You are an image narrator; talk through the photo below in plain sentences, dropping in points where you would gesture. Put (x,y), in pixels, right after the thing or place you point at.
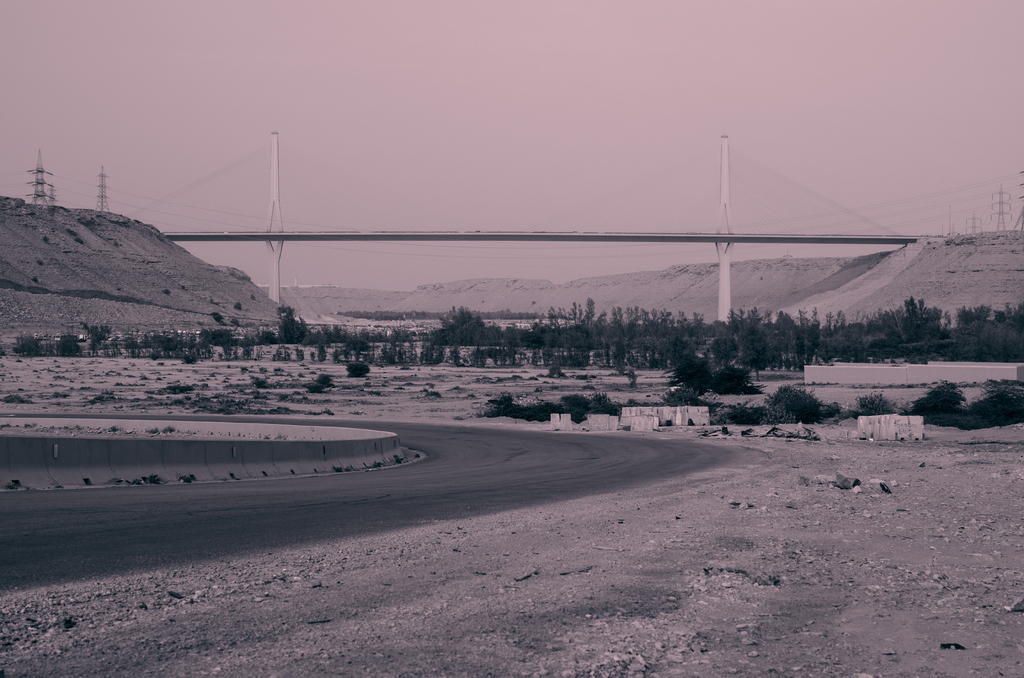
In this image in the background (1013,358) there are trees (997,348) and there are towers (1023,215) there is a bridge (621,242). In the front (302,521) there is a road (292,523) and there are stones (742,625) on the ground (799,629).
